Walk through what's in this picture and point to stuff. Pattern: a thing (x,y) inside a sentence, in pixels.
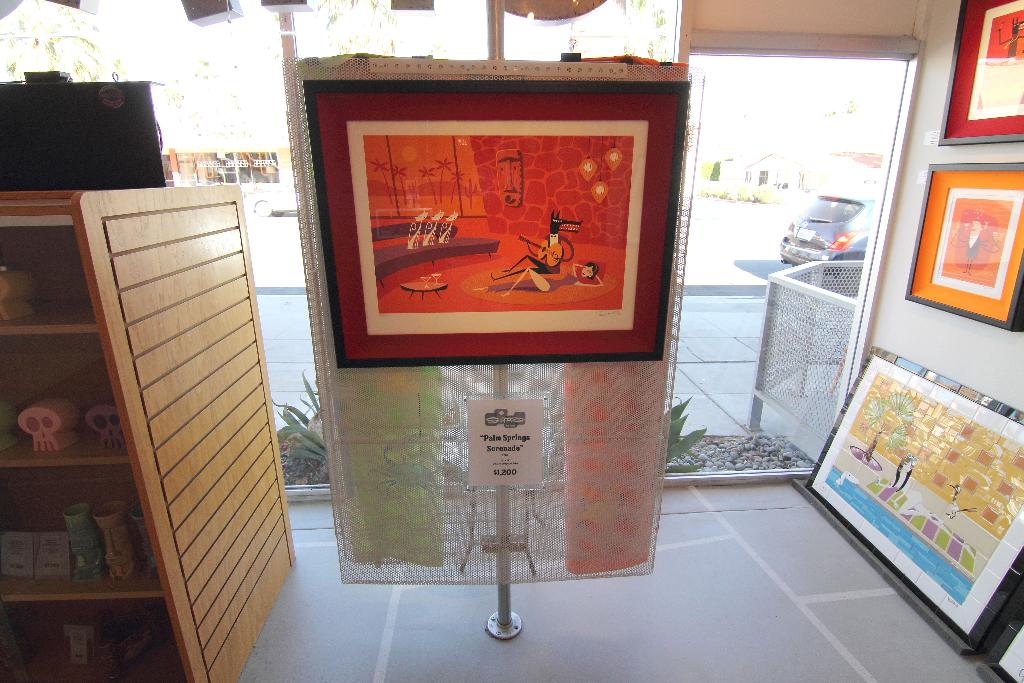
In this picture we can see a stand (498,504) in the front (482,414), there are some portraits (934,223) present on the right side (994,75), on the left side (58,561) we can see a rack (18,333), there are some things (14,303) present on the rack (40,326), on the right side (765,227) we can see a glass (765,227), from the glass (755,384) we can see a plant (698,435), stones (741,445), a car (829,209) and a house (759,167), we can also see a paper (511,456) in the front (496,441), there is some text (498,458) on this paper (486,469).
